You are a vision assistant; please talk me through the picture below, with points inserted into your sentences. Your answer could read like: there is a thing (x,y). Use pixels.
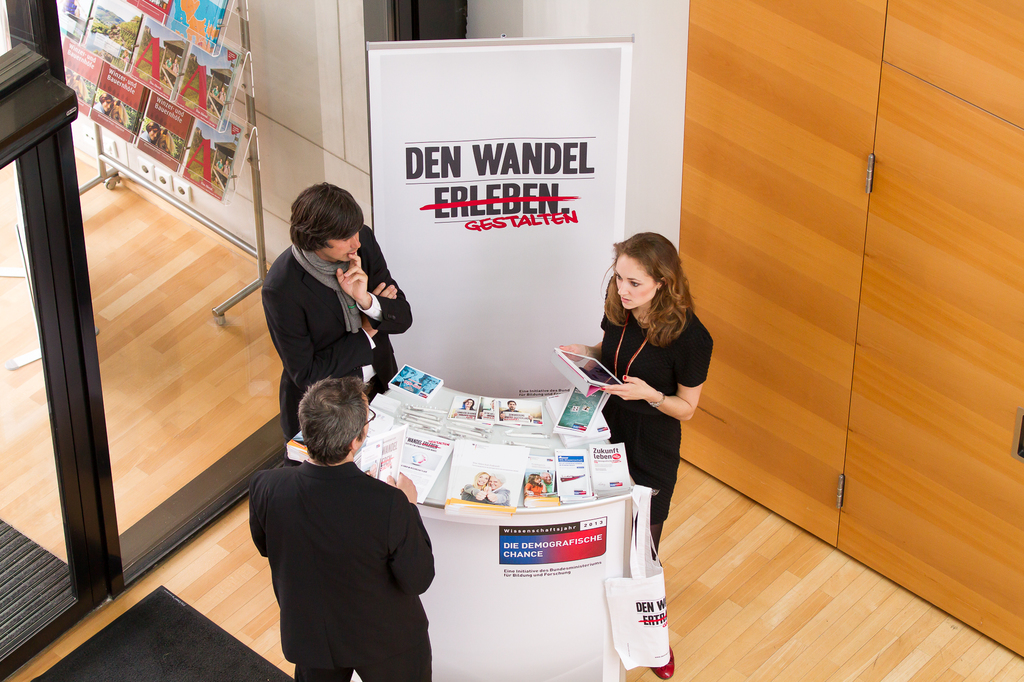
In this image, we can see people (337,345) standing and one of them is wearing scarf (322,276) and we can see a lady (633,380) wearing an id card (618,347) and holding a tab (574,373) and there are books (485,461) and a bag (622,582) on the stand (504,618). In the background (487,104), there is a board (495,114), glass door (109,214) and a wall (303,75) and through the glass (161,85) we can see magazines (168,74) and a stand (260,184). At the bottom (787,607), there is floor (794,593).
